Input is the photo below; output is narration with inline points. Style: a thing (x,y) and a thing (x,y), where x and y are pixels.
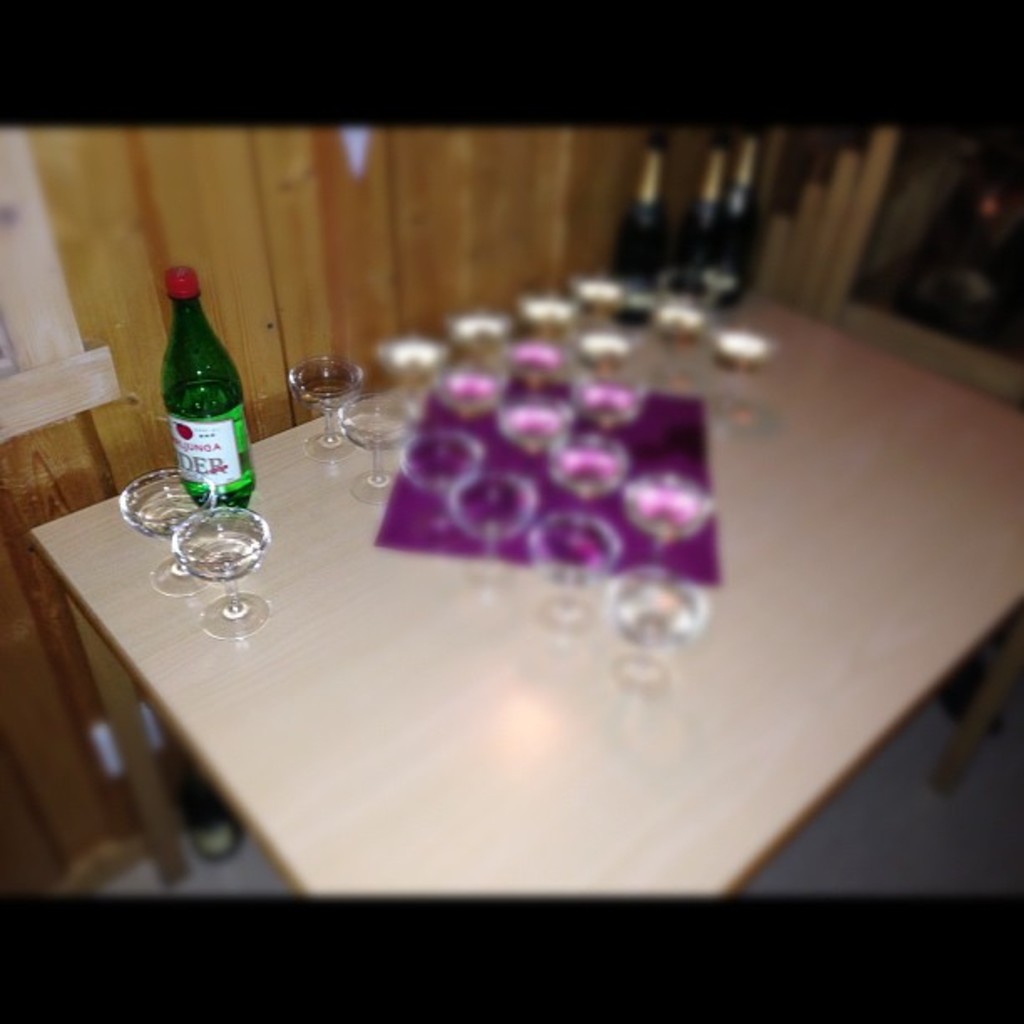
In this picture we can see table (657,761) and on table (429,693) we can see glasses (169,493), bottle (231,371), some pink color cloth (547,501) and in background (591,236) we can see wall (596,197).
